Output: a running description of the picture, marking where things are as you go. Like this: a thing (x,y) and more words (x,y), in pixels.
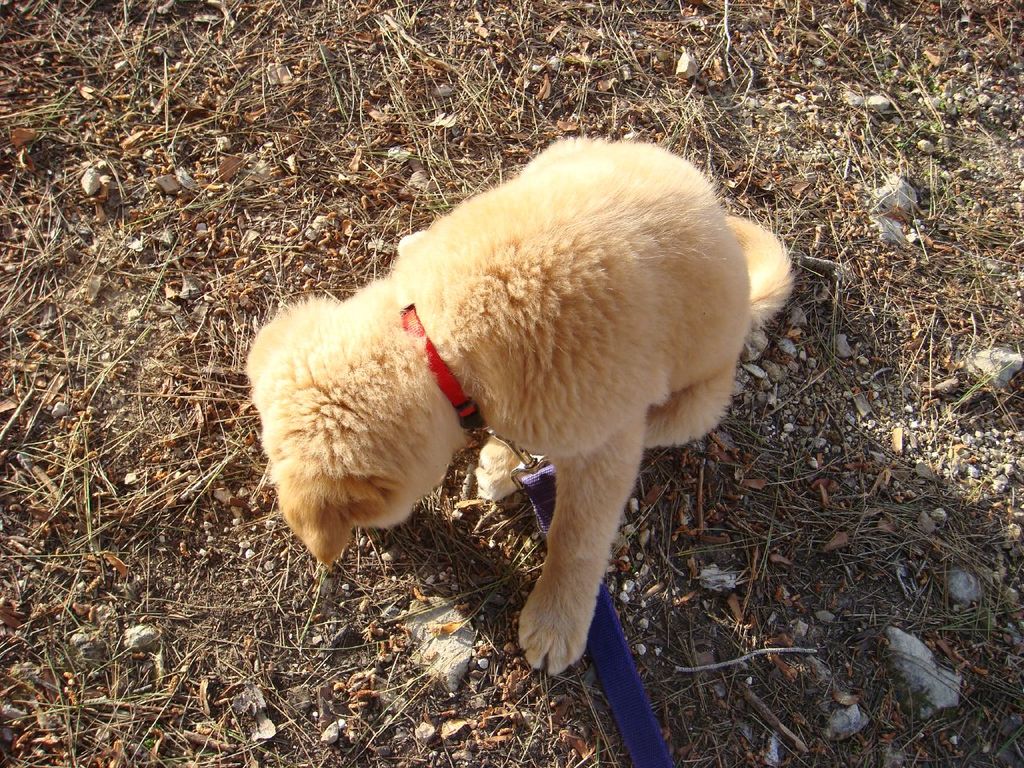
In this image in the center (527,339) there is one puppy (303,362) and at the bottom (196,621) there is sand (951,209) and some scrap (692,553), and at the bottom of the image (629,723) there is belt (645,717).
